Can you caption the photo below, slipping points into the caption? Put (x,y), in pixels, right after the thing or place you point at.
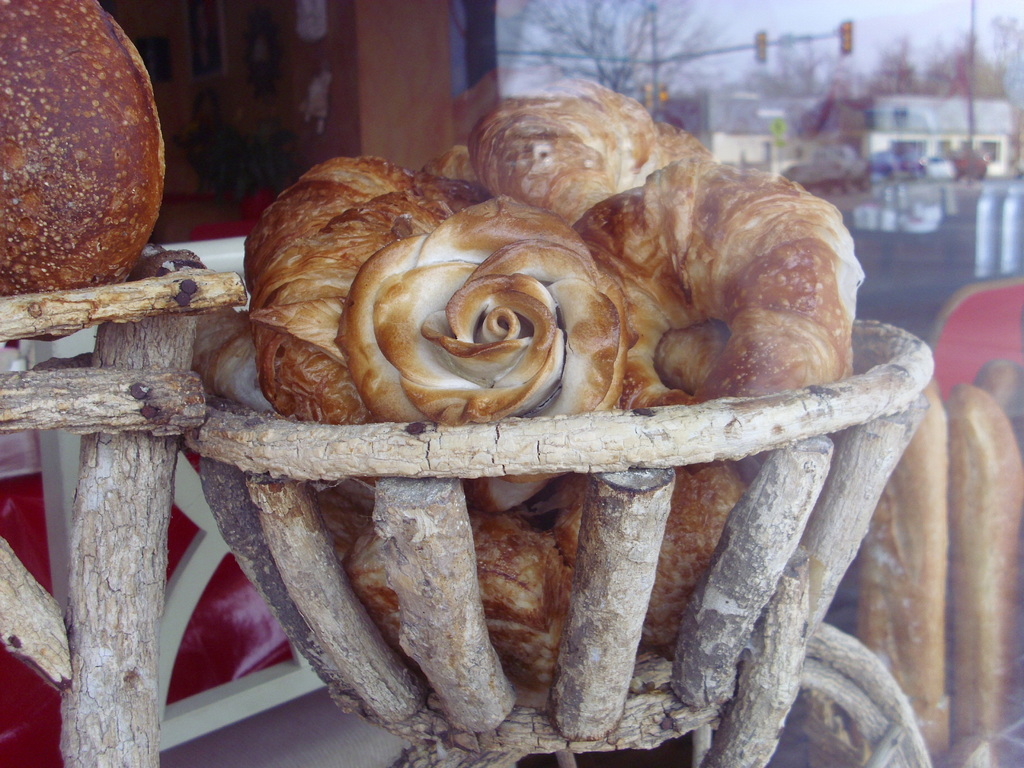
In this image we can see some food items (538,173) placed in a bowl like structure (747,553) and looks like there is a glass (450,51) in front of it and we can see the reflection (973,139) of trees (937,67), houses (900,112) and poles (973,30) on it.
